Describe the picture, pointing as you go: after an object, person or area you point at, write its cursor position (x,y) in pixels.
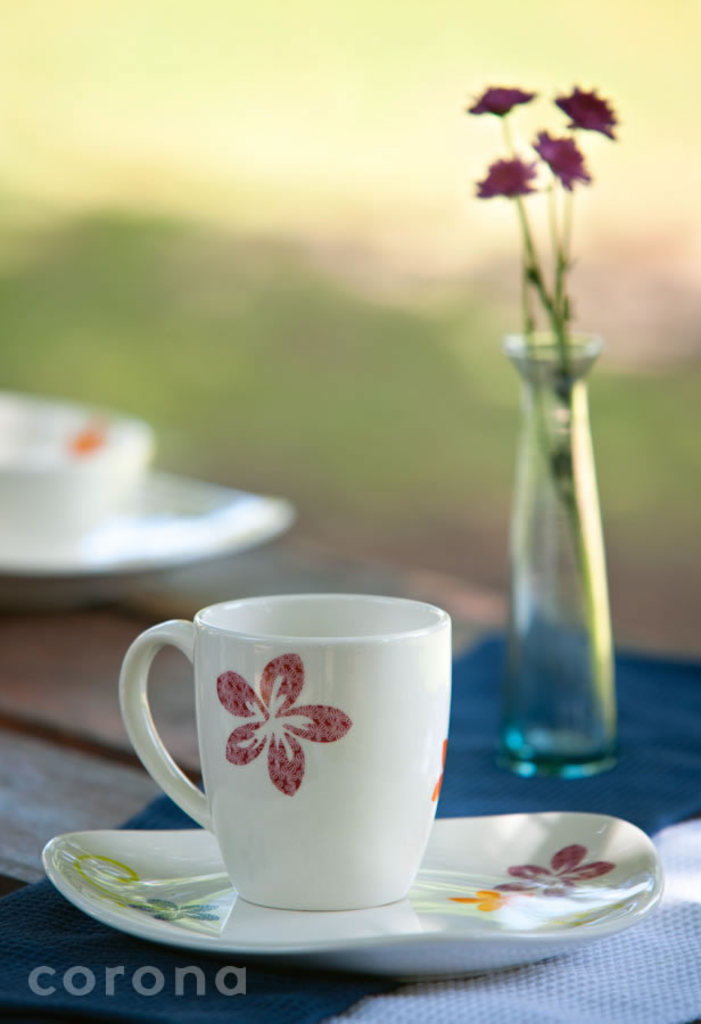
In this image there are cups (209,622), saucers (358,945), flower vase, napkins (609,996) on the table (25,711), and there is blur background (36,392) and a watermark (81,980) on the image.
